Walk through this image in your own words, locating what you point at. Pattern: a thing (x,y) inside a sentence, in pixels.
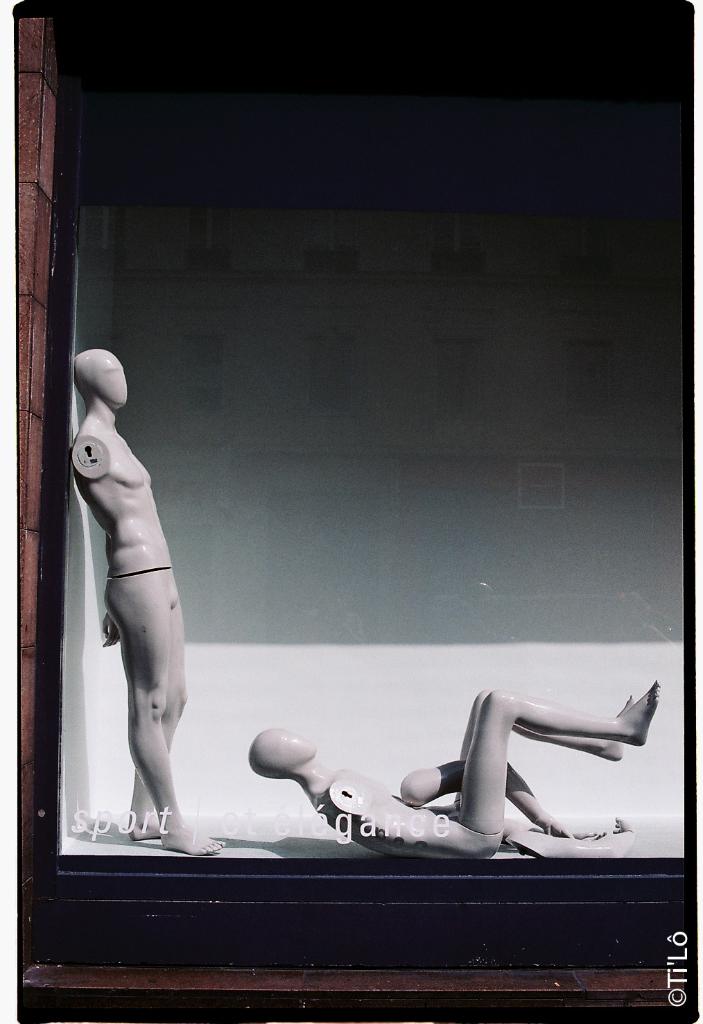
In this image I can see on the left side (134,664) a doll (134,664) is leaning to the wall (29,477), in the middle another doll (391,822) is laying on the floor (512,816). At the bottom (678,939) there is a watermark (684,981) in this image.
